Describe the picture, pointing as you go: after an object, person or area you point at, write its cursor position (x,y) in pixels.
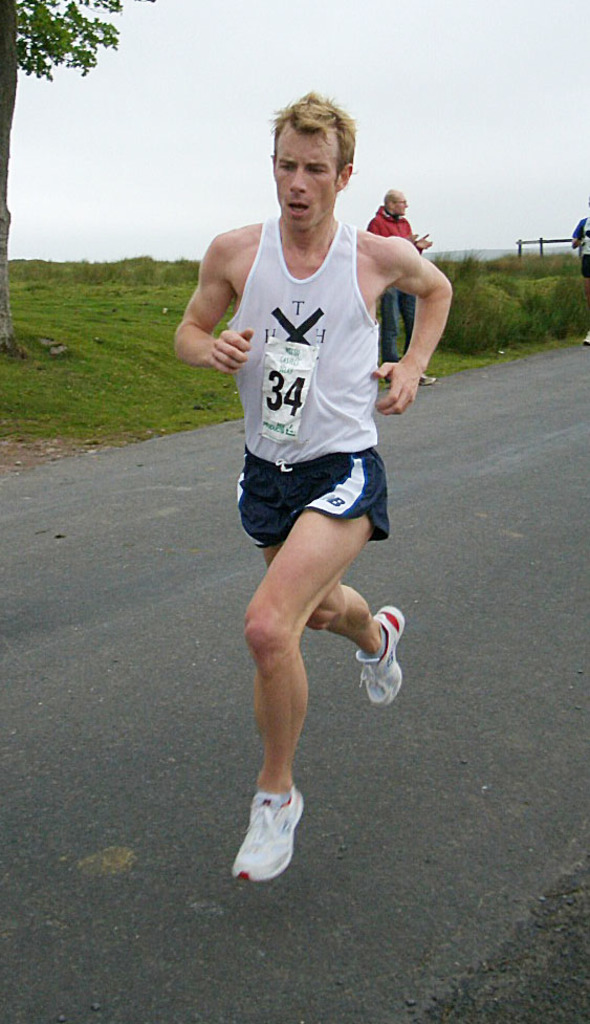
In this picture there is a man (277,707) running on the road (353,720), behind him we can see two persons (384,235), grass (572,263) and tree (8,247). In the background of the image (398,42) we can see the sky (405,90).
